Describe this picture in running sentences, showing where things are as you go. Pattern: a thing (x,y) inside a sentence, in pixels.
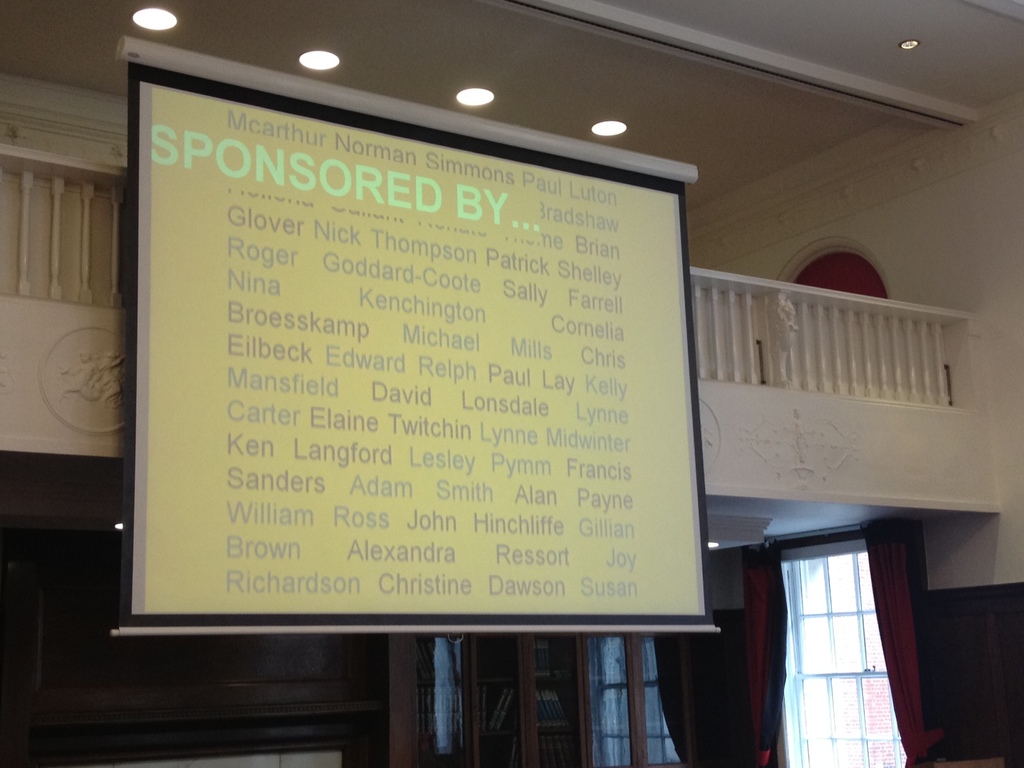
In this picture I can see there is a screen (381,416) and there is something (326,318) displayed on the screen (142,244) and there is a wall (939,181) in the backdrop (967,198) and lights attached to the ceiling (720,165), there are windows (790,709) with curtains (774,742).
